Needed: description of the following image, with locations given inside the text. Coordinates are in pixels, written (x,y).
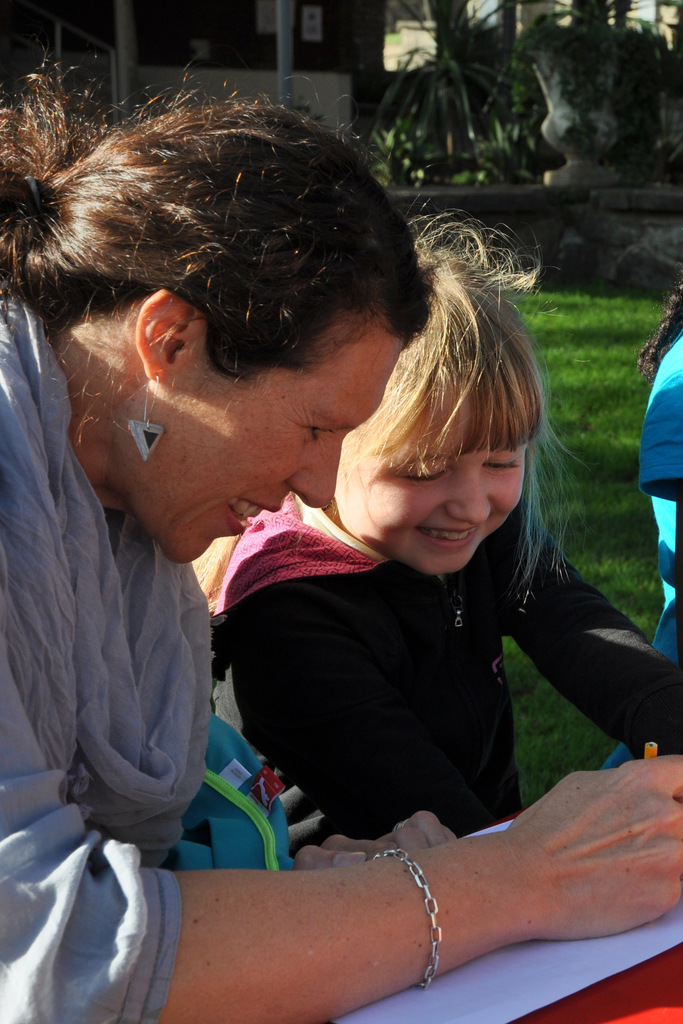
In this image I can see two persons (229,604), the person (129,787) at left (56,812) is holding some object (655,747) and I can also see few papers (510,983) and the person (431,695) at right (489,725) is wearing black color jacket (437,679). Background (431,70) I can see the grass (585,299) and plants (462,101) in green color and I can also see few poles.
